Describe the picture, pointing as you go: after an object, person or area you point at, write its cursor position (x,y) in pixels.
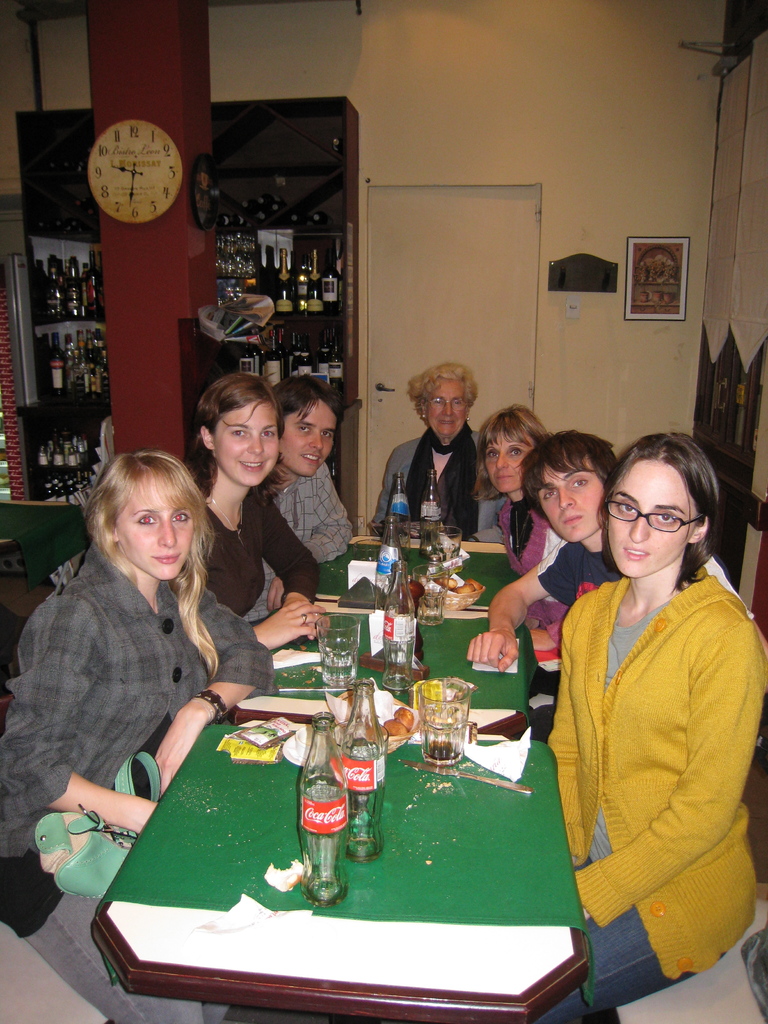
These persons (706,839) are sitting on the chair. This is table (310,913). On the table (357,891) we can see bottle (389,682), glass (453,737), paper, food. on the background (492,115) we can see wall (495,115), frame (654,258), cupboard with bottles (289,312). This is clock (135,219).
